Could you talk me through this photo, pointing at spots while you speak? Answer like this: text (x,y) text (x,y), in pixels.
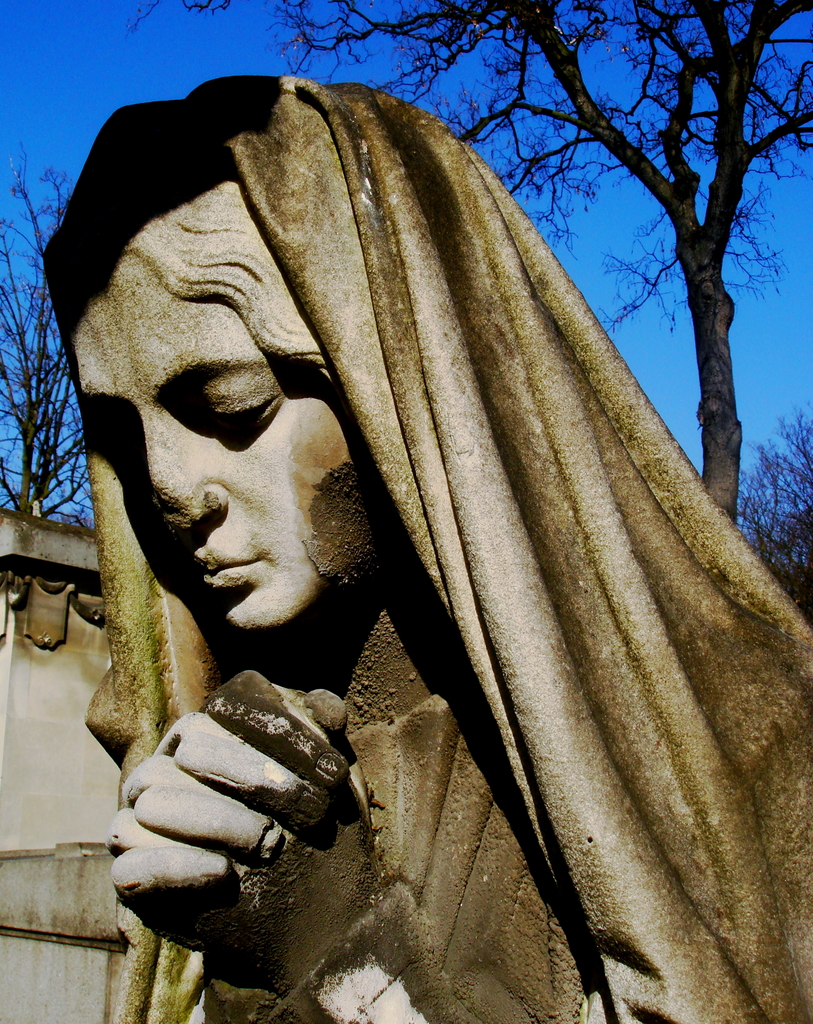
In this image, I can see the sculpture of the woman (267,708) with a cloth (506,598). These are the trees (617,146). This looks like a wall (51,768).
